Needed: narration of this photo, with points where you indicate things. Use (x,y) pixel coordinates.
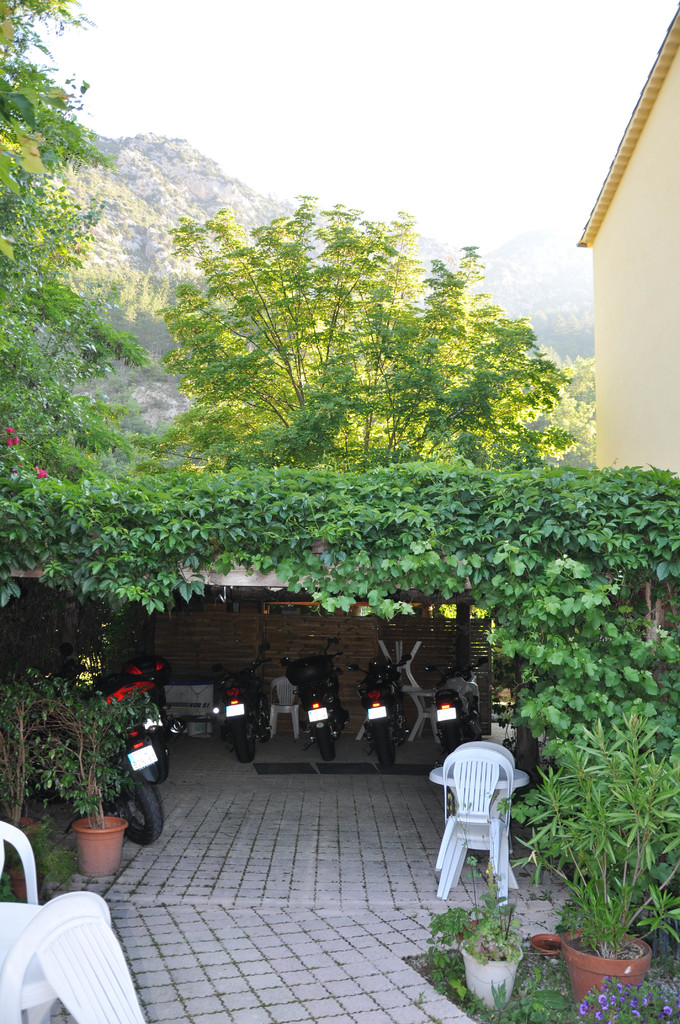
Here we can see a group of motorcycles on the ground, and here are the trees (123,466), and here are the flower pots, and here are the chairs (471,823), and at above here is the sky (400,103).
